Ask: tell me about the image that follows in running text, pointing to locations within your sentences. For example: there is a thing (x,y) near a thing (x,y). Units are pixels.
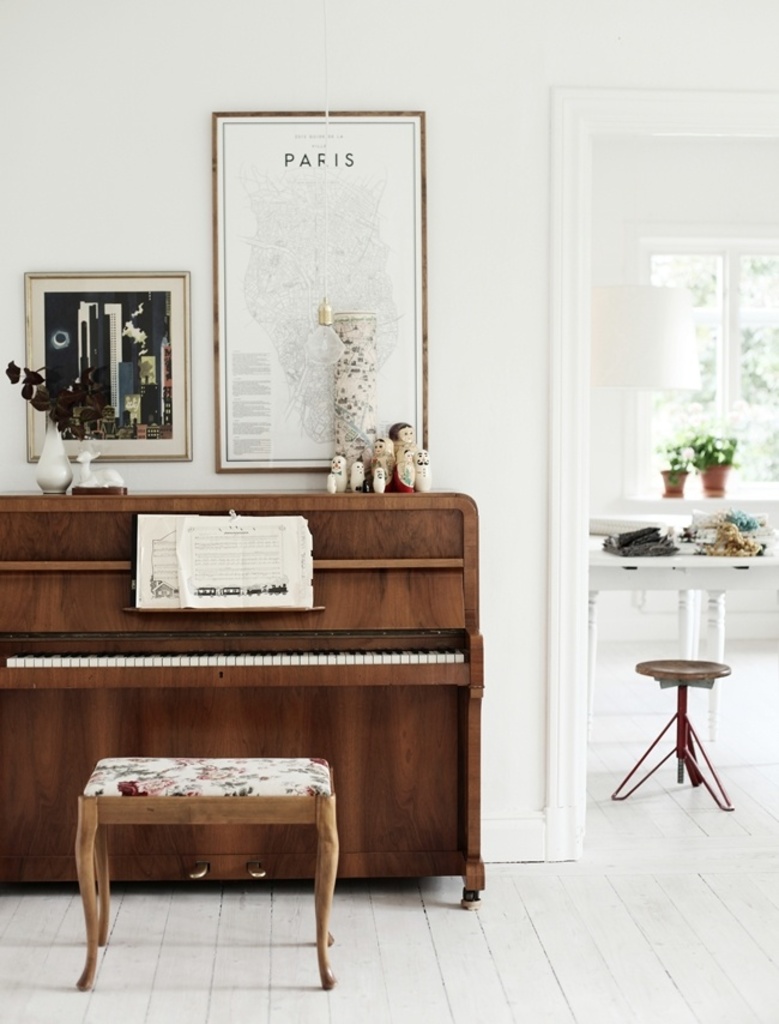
In the image we can see there is a piano (372,574) and there is a chair (207,812) for a person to sit and on the wall (203,443) there is a photo frame (298,295) and there are table (713,618) on which there are clothes (726,523).
